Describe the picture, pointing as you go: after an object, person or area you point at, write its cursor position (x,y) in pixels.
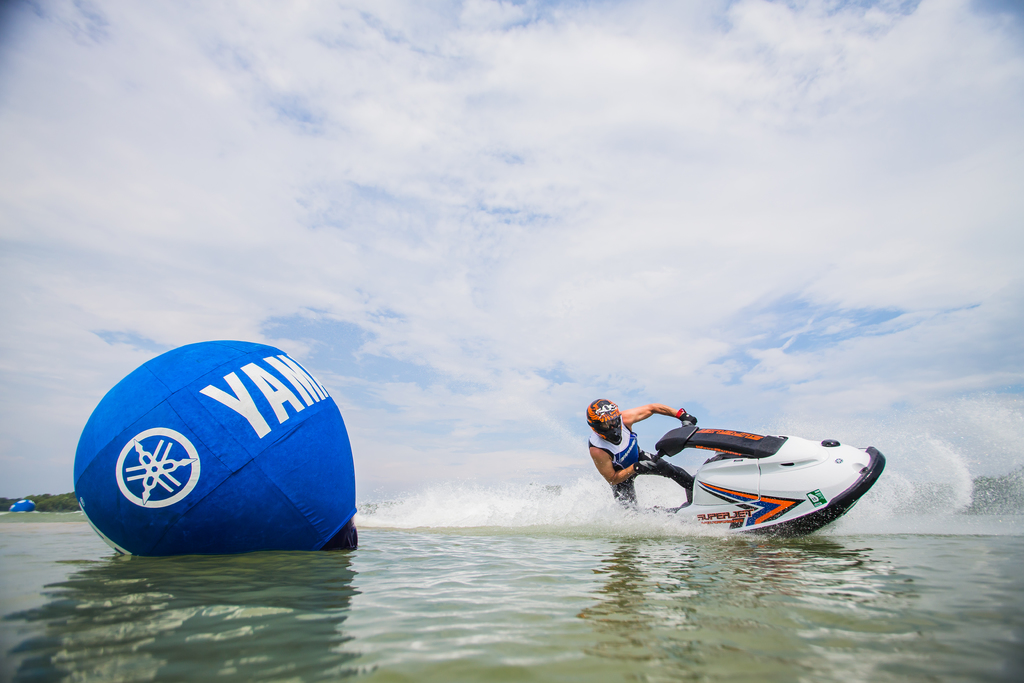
In this picture we can see a man (620,471), he wore a helmet (615,415) and he is riding jet ski (714,461) on the water (672,574), beside him we can see a balloon (176,448), in the background (33,482) we can see few trees (72,505) and clouds (192,285).
